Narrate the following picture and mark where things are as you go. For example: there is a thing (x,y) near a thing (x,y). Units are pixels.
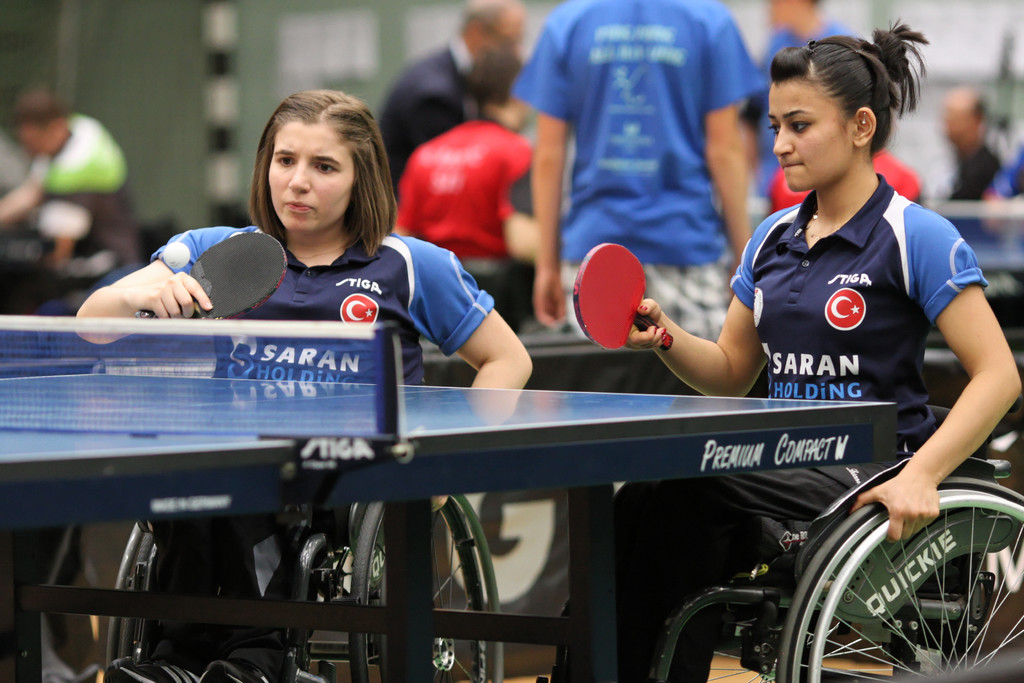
In this image is a foreground (910,380) there are two people (952,278) who are sitting on wheelchairs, and they are playing table tennis and they are holding bats (629,316). In front of them there is a table (181,373) and net (203,376), and in the background (635,59) there are a group of people (739,79) and objects (223,105).
